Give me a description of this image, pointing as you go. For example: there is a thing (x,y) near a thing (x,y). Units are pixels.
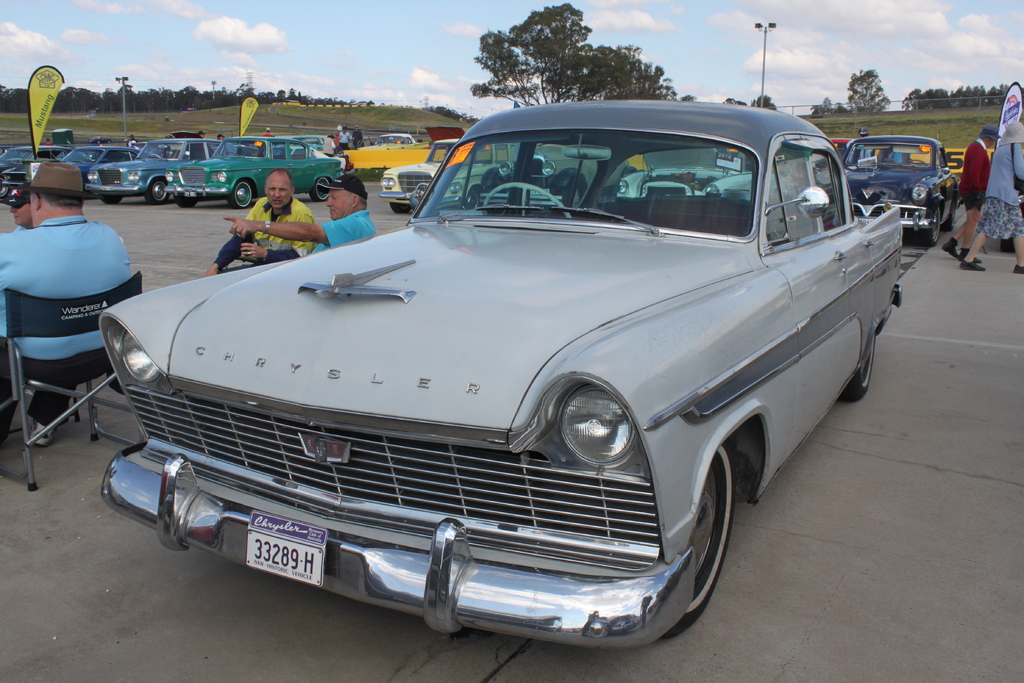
In this image I can see the ground (888,528), a car (575,310) which is grey and black in color on the ground (899,540), few persons (85,258) are sitting on chairs (73,308) and in the background (246,162) I can see few other vehicles (402,169) on the ground (1004,253), few persons (973,229) standing, few boards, few trees (147,98), few poles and the sky (287,63).
